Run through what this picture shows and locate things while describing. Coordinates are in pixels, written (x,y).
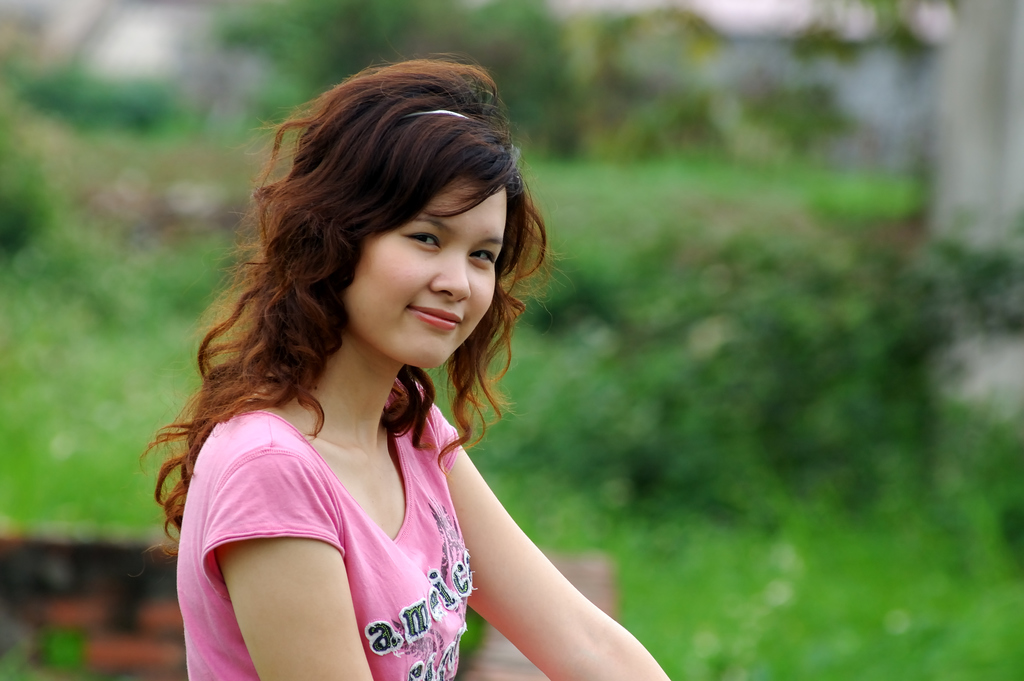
In this image I can see a woman (406,535) is looking at this side. At the back side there are trees (598,272).
